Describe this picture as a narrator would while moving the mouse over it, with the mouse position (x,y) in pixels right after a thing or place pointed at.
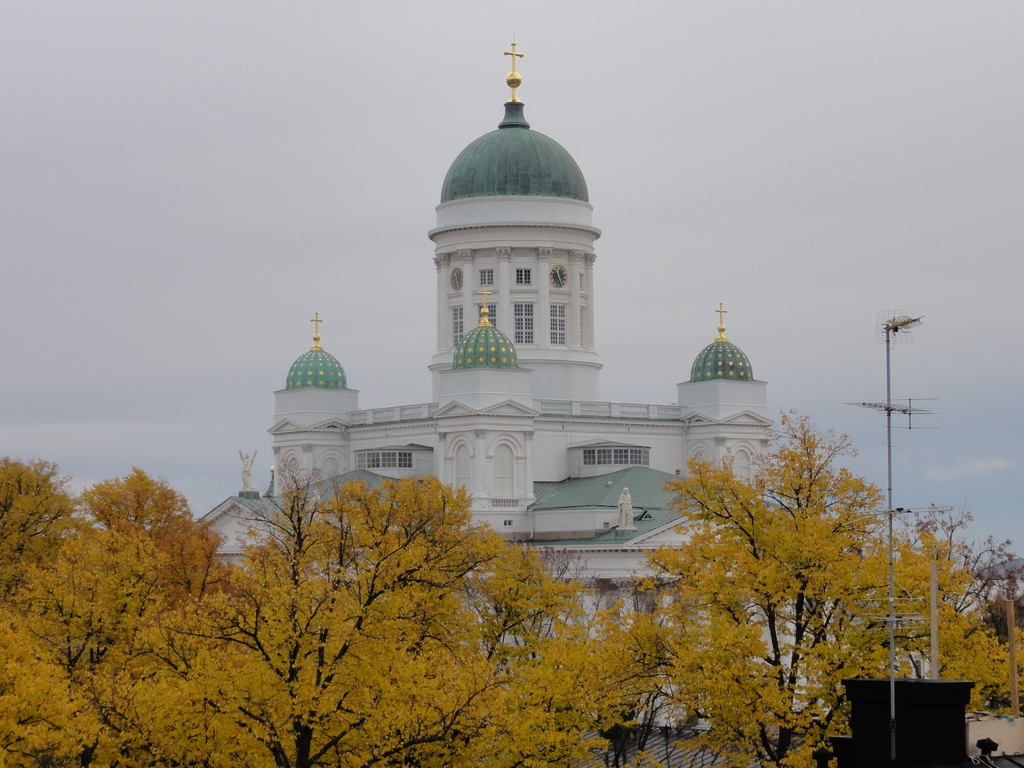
In this image, we can see a building (542,549). There are a few trees (774,564) and poles (1011,614). We can see some objects (943,754) at the bottom (919,696). We can also see the sky (1017,361).
